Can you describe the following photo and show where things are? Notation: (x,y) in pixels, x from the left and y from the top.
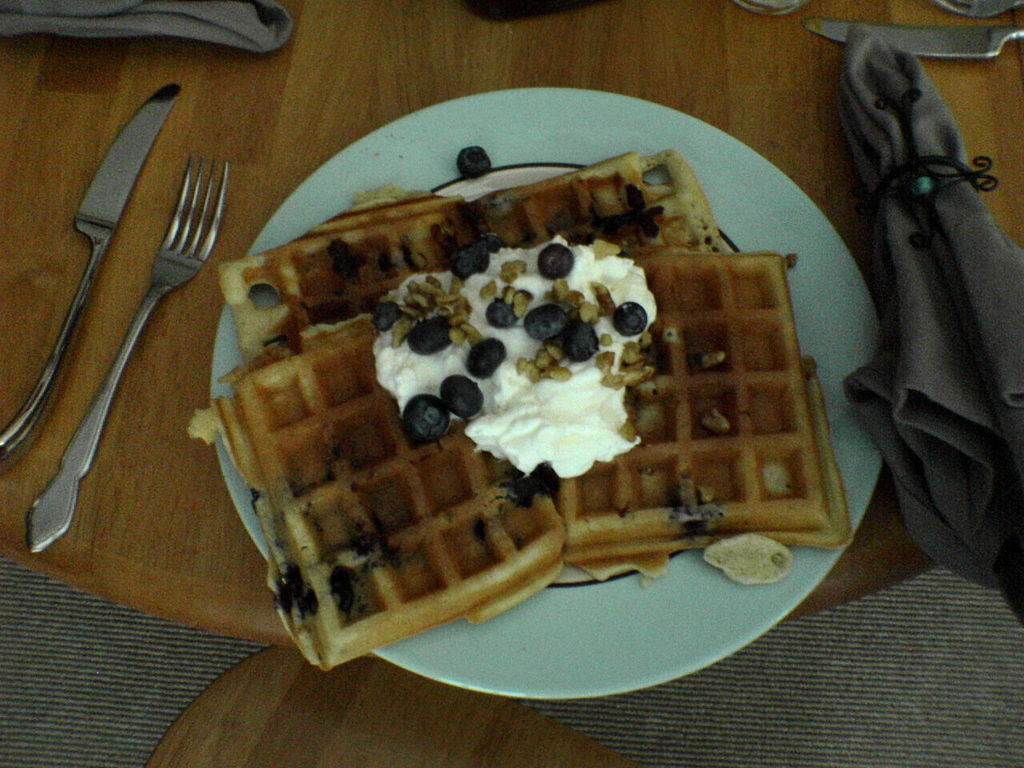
In this picture there is food (587,228) on the plate (454,648). There is a plate (375,176), knife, fork (47,525) and cloth (935,232) and there is a rug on the floor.
